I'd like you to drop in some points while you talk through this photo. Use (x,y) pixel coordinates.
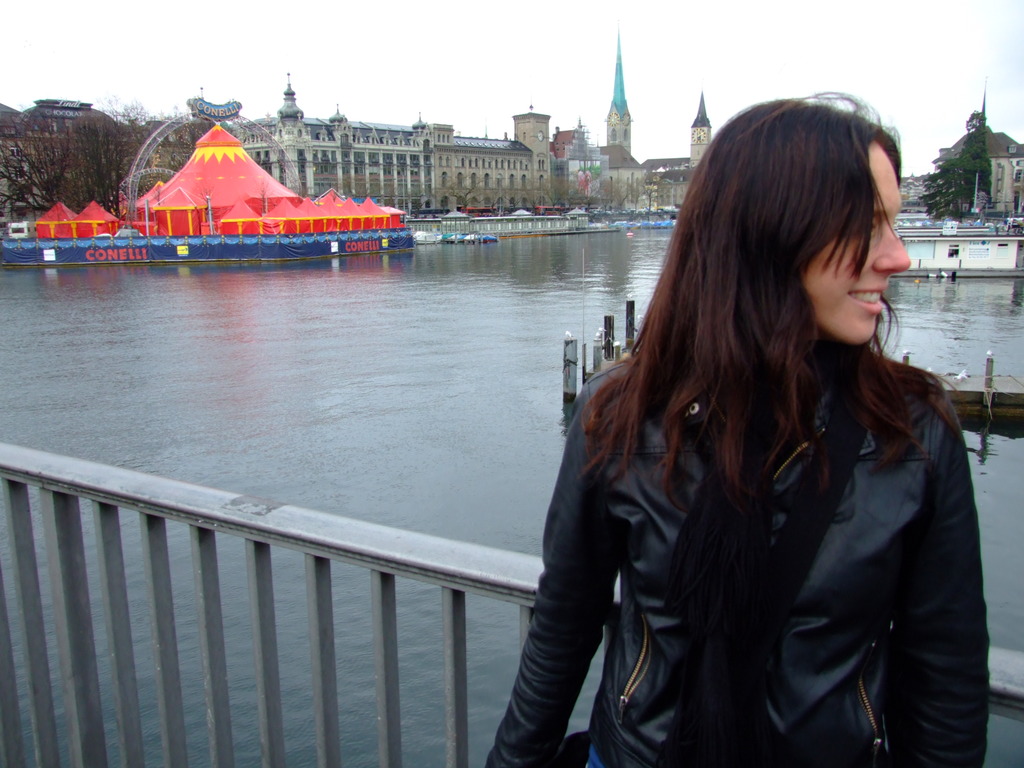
In front of the image there is a woman (720,456), behind the woman (757,449) there is a metal rod fence (205,531), behind the fence (193,534) there is water (479,352). On the water (479,321) there are boats (626,228) and wooden platform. On the other side of the water (497,351), there are tents (292,191), trees (963,160), buildings (660,187) and some other objects (1023,214).
